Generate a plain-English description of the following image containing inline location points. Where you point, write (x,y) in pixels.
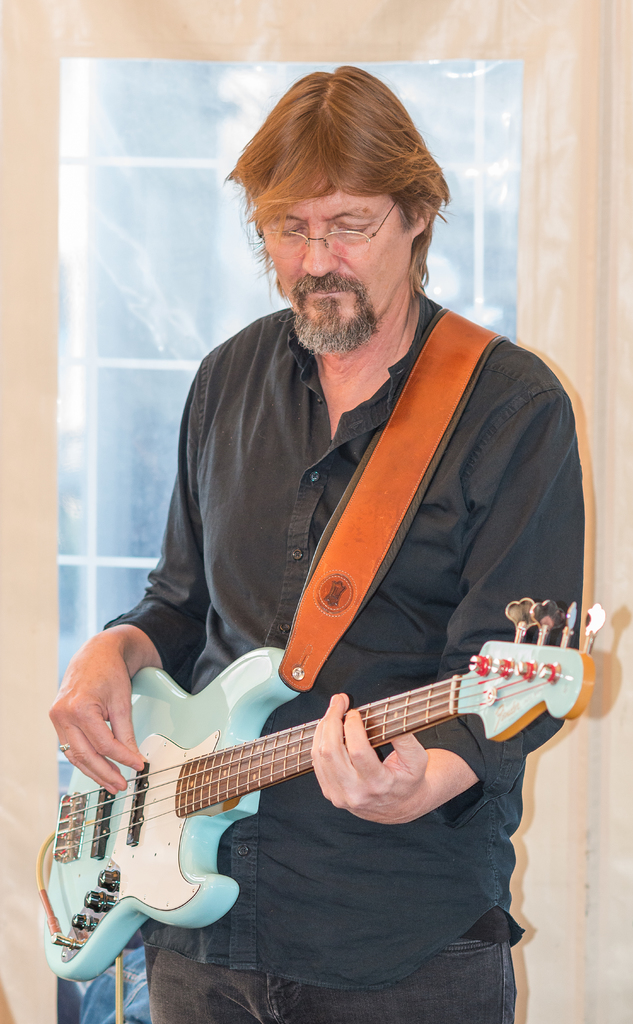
He is standing and his playing a guitar (210,764).
